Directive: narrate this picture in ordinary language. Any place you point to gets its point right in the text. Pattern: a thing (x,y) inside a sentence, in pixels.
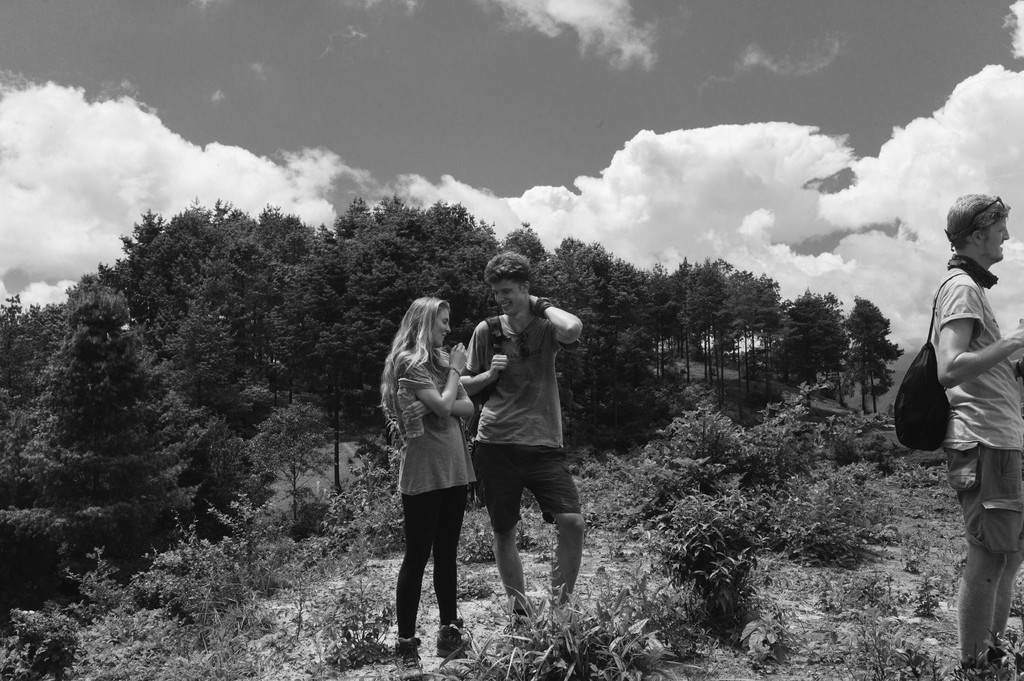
In this image we can see many trees (186,387) and plants (214,570). There are few people (457,437) standing. A lady (466,396) is holding an object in her hand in the image. A person (957,380) is wearing a backpack (937,395) and standing at the right side of the image (959,394). We can see the clouds (904,148) in the sky (787,162).
